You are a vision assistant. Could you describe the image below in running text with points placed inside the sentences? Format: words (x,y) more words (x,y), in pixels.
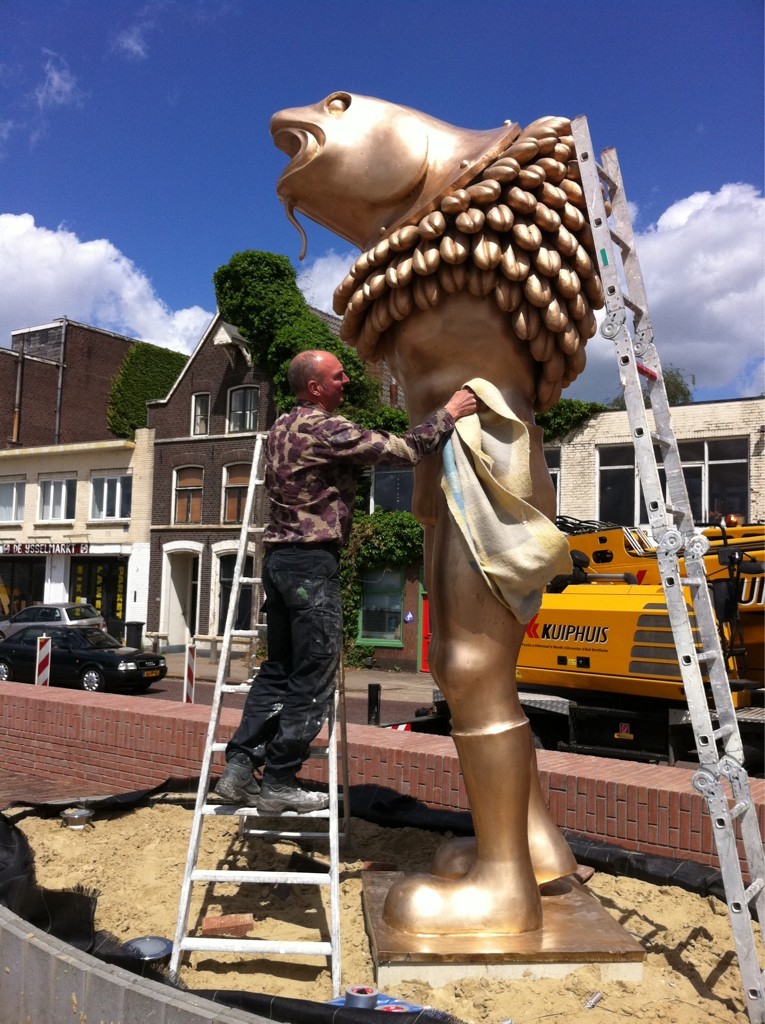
In this picture we can see a statue (519,183) and on the left side of the statue (451,659) we can see a man (302,653) is standing on the ladder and on the right side of the statue (478,364) there is another ladder (644,490). Behind the statue (429,560) there are some vehicles (64,631) on the road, buildings (113,490), trees (276,319) and a sky (158,138).
